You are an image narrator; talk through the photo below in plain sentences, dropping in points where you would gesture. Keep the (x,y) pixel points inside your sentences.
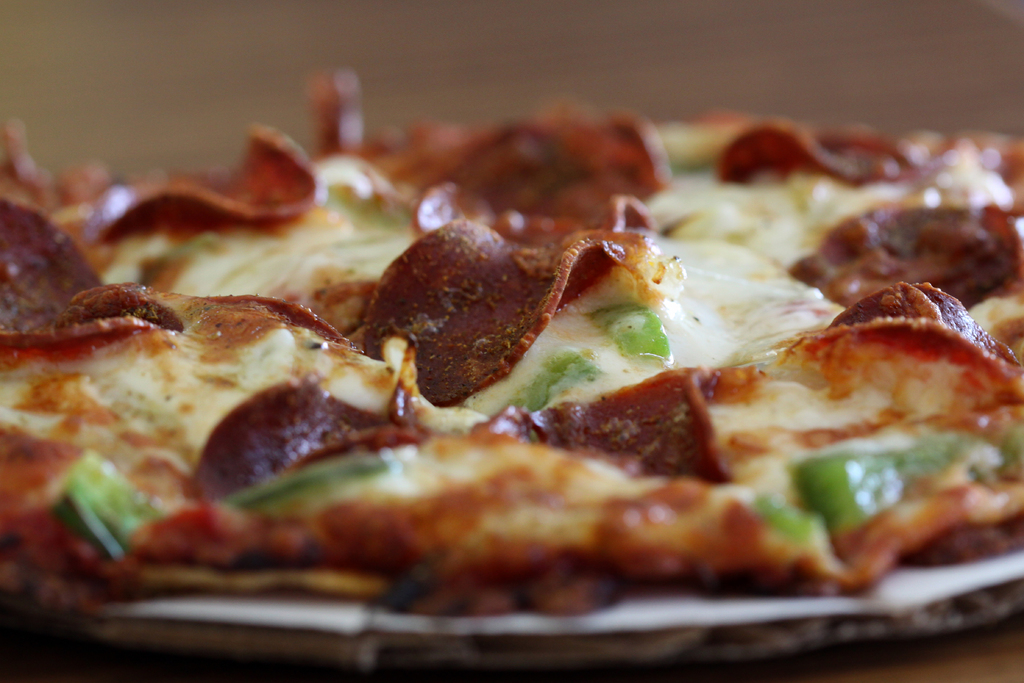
In this image there is a pizza (382,453).
